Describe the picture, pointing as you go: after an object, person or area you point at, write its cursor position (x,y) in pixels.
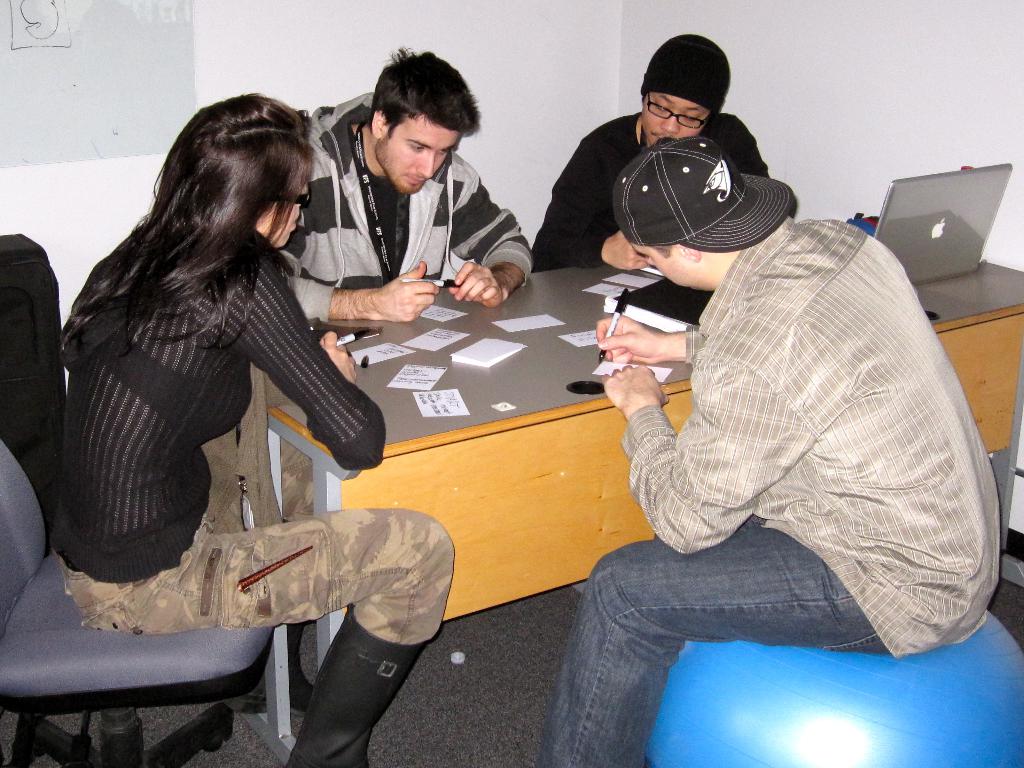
In this image we have a group of people (406,284) who was sitting on the chair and on a ball (786,677). The person (775,518) on the right side (771,508) is wearing a cap (690,142). On the table (511,374) we have a couple of piece of paper (479,352) and a laptop (948,223). The woman (231,316) on the left side (158,420) is wearing black sweater (181,380), behind these people (294,174) we have a white color wall (255,33).
